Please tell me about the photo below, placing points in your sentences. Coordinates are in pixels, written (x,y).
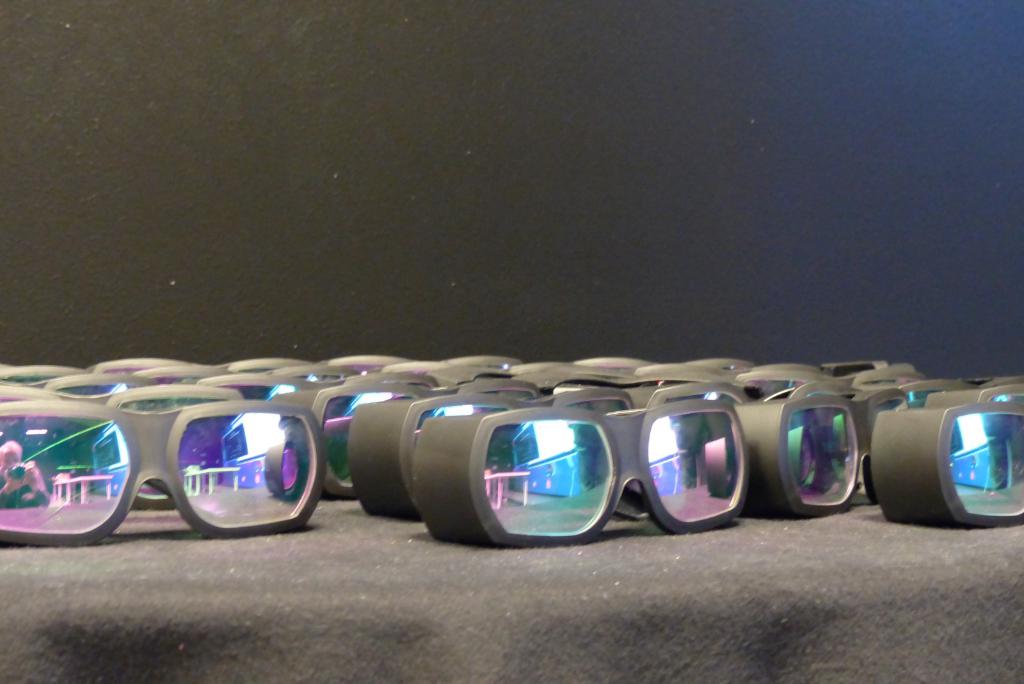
In this picture we can see goggles (46,537) on the platform (646,607) and in the background (551,165) we can see it is dark.
